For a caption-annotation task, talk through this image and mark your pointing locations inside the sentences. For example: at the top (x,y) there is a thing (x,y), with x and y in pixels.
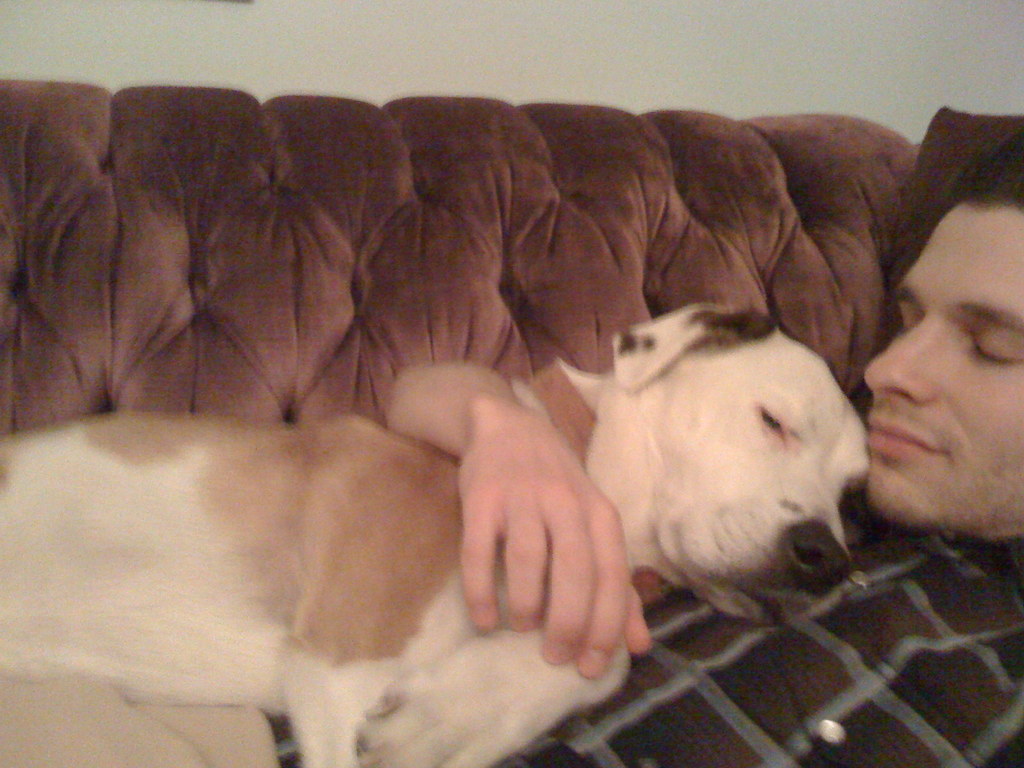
In this image we can see a man (919,348) and a dog (699,519) sleeping on the sofa (551,352). In the background (549,87) there is a wall (463,70).
